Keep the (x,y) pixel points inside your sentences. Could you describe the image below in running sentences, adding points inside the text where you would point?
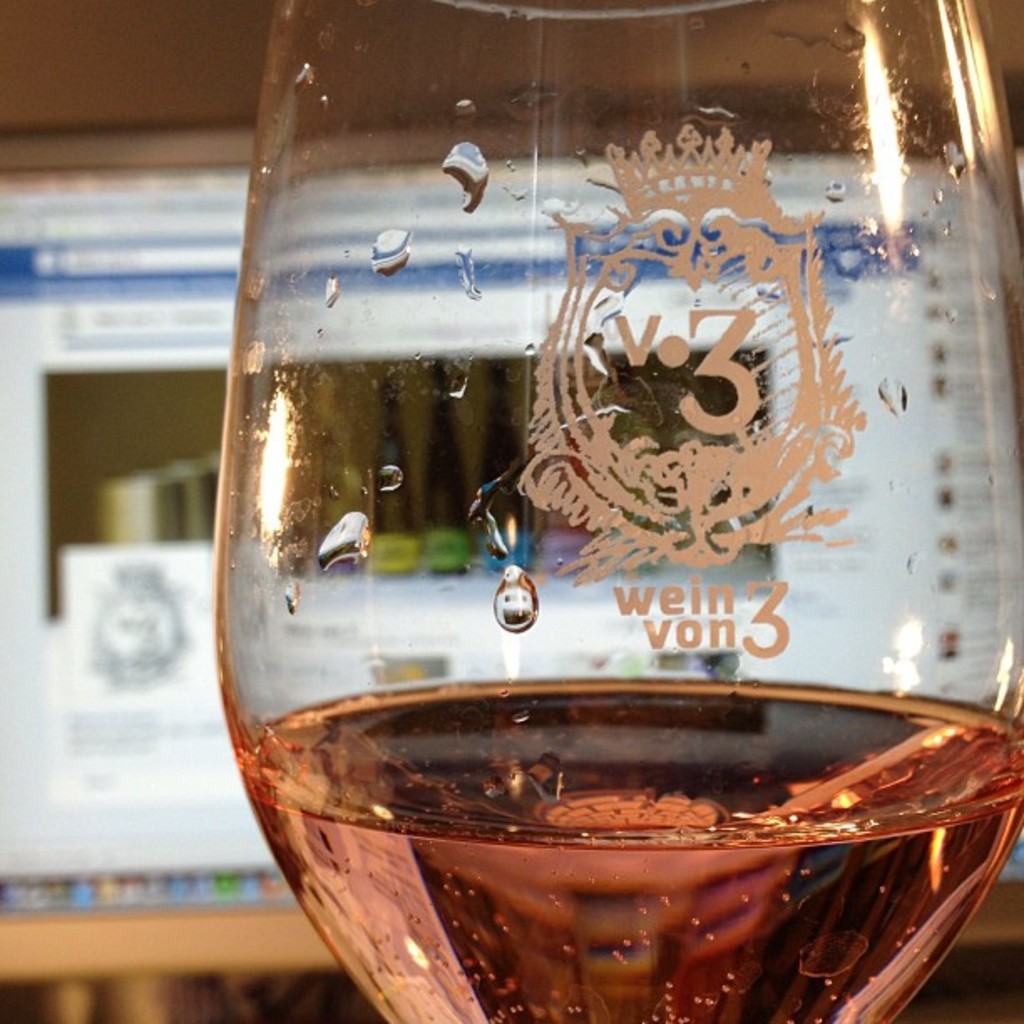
In this image we can see a glass (613,660) containing some liquid (731,850) in it. On the backside (101,907) we can see the monitor screen (102,255) and a wall (271,103).
